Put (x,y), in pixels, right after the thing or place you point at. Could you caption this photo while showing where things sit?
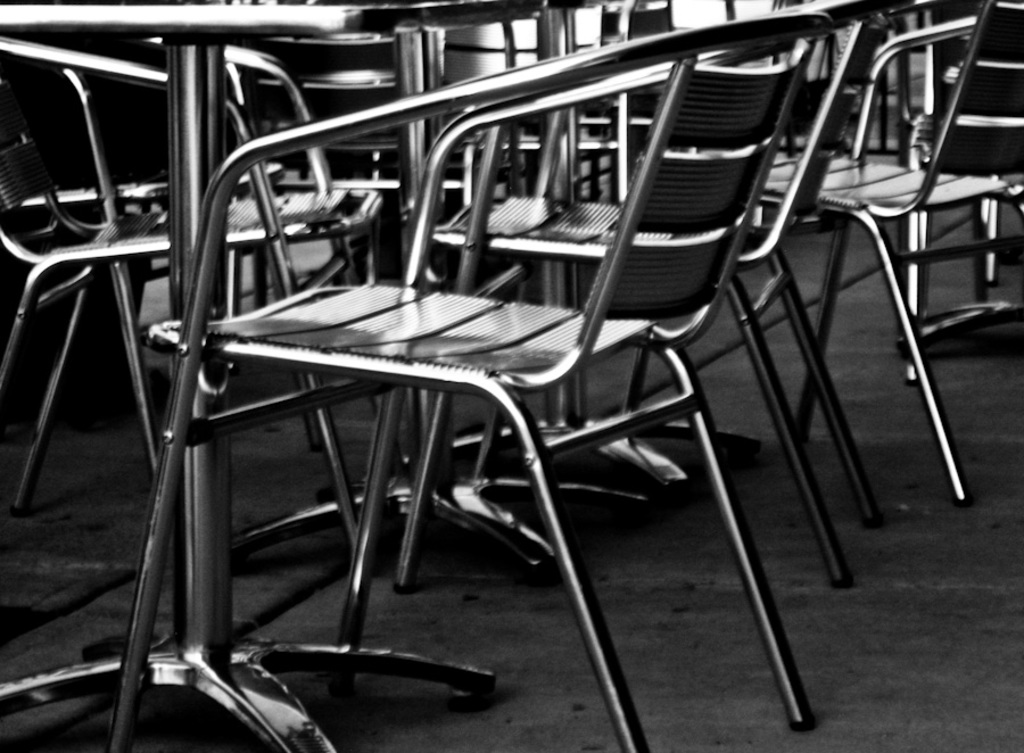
In the image we can see there are many chairs (644,267) and a table (223,80). This is a floor (867,666).
